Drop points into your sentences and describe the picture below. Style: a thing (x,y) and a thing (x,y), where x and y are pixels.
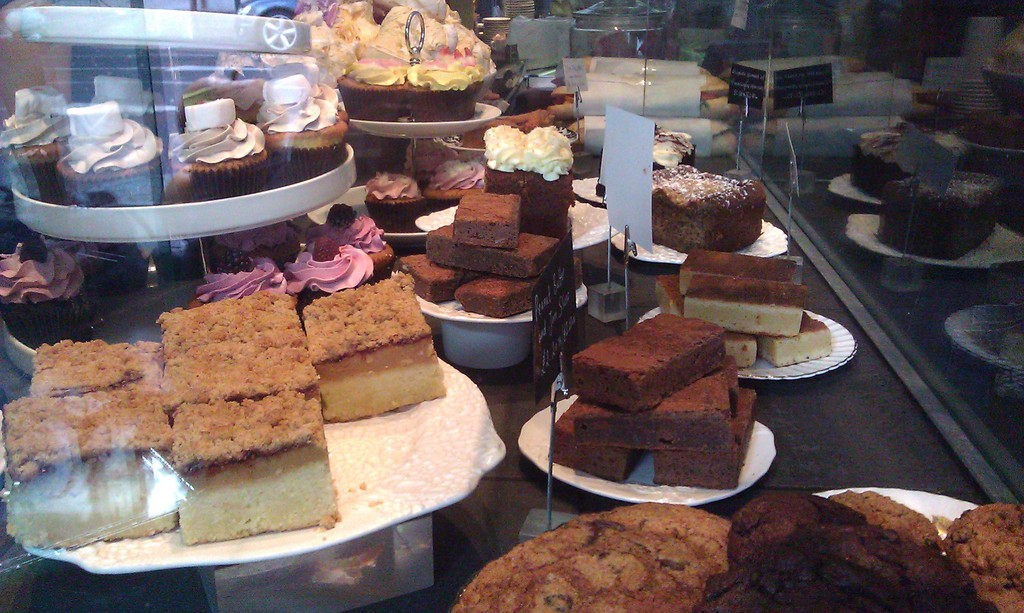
In this image there are plates (318,530) in that plates (757,373) there are sweets (494,241) and cakes (387,101).
